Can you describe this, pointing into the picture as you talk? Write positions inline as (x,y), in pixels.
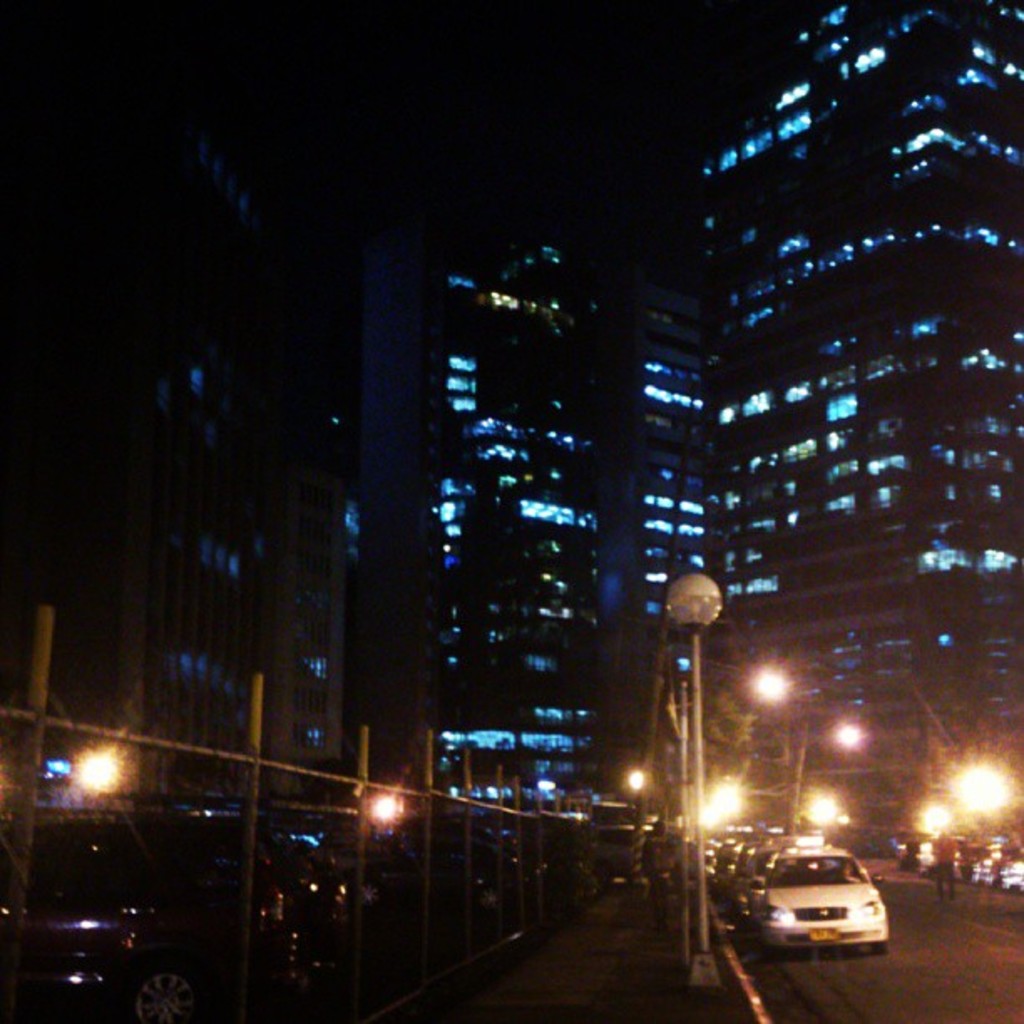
This image is taken outdoors. In the background (332,479) there are a few buildings (564,513) and there are a few lights (731,808). At the bottom of the image (747,964) there is a road (766,968). In the middle of the image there are a few poles (697,690) with street lights (832,812) and many cars (811,836) are parked on the road (1008,907) and there is a railing (343,858).
